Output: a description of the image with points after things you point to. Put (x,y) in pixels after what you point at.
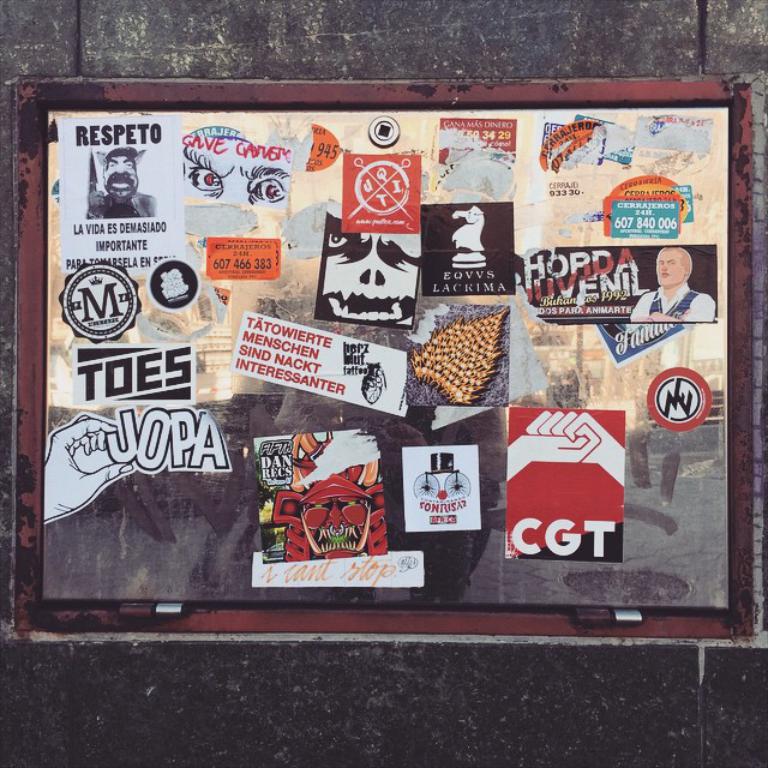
In this image in the center (359,456) there is one board (435,421), on the board (692,578) there are some posters (405,315) and on the posters (370,380) there is some text (131,427). And in the background (139,2) it looks like a wall (761,455).
